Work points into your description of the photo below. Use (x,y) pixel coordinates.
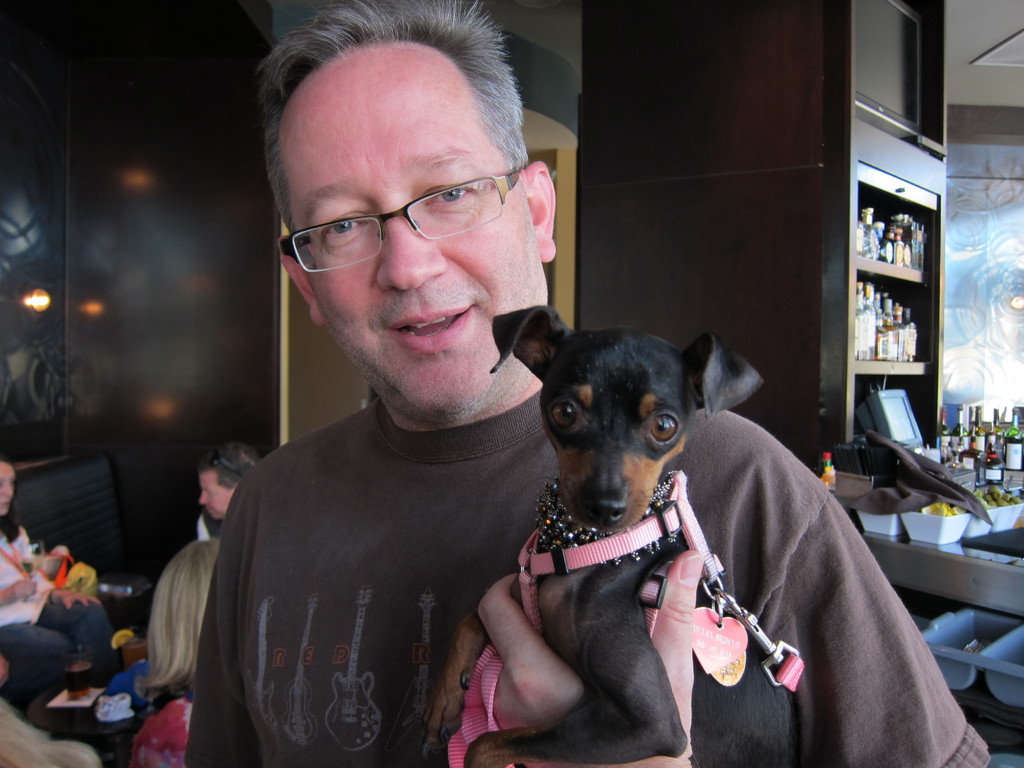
This is the picture taken in the restaurant (92,323), the man (404,553) in brown t shirt (402,594) was holding a dog (594,621). Behind the man (334,581) there are group of people (105,632) sitting on chairs (55,542) in front of the people (53,575) there is a table (74,723) on the table (69,729) there are cup (80,675) and tissues (106,697). To the right side of the man (731,537) there is other table (930,560) on the table (936,561) there are some food items (939,505) and bottles (965,459) and a wall (734,184).
